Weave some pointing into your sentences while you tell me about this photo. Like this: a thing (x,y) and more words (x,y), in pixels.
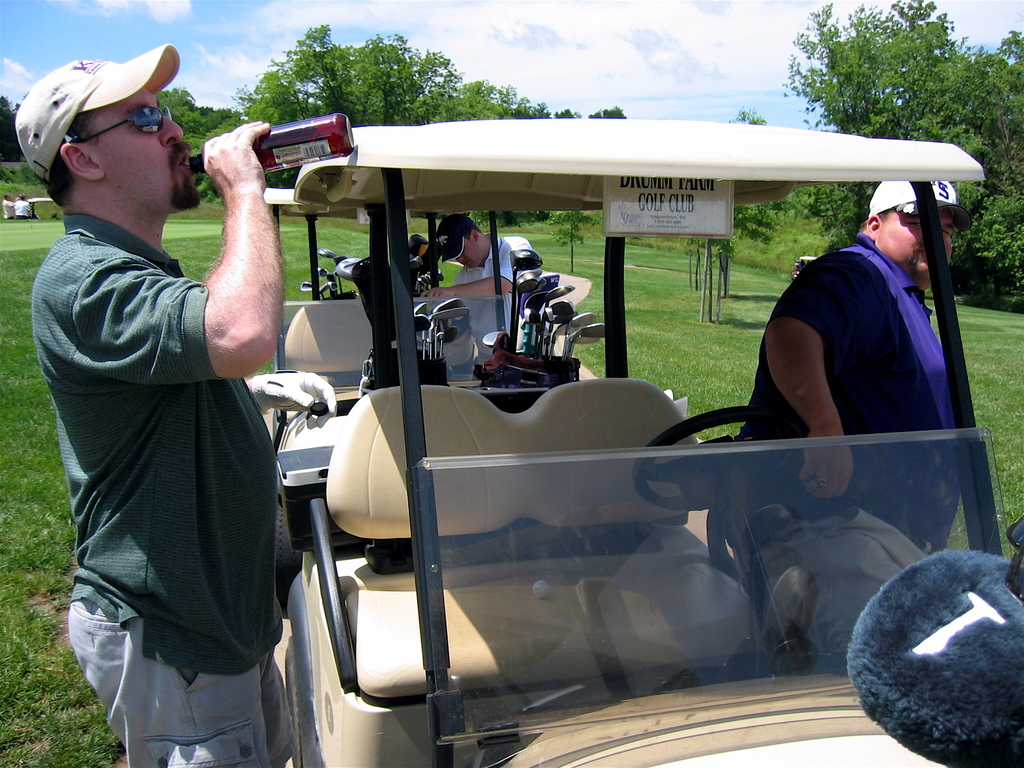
In the picture I can see men (267,667) among them the man (307,398) on the left side (111,364) is holding a bottle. In the background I can see trees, grass (206,244), vehicles (518,446), and sky (529,44). These people (135,423) are wearing caps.
